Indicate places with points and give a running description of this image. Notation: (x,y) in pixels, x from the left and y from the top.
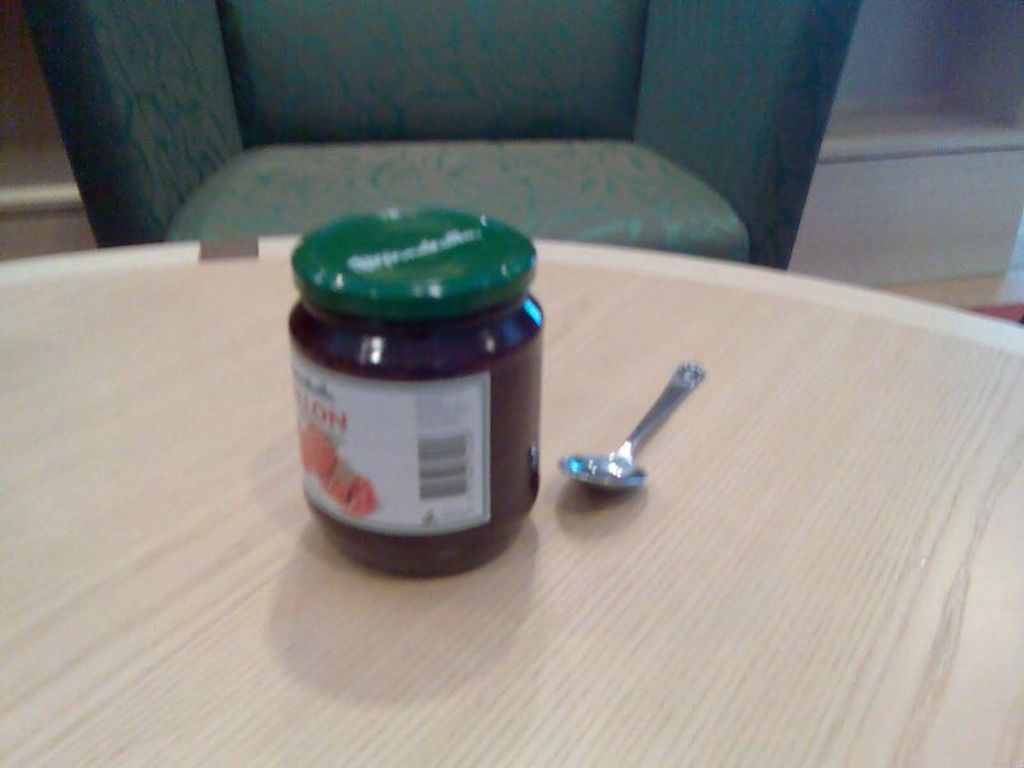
As we can see in the image there is a table (697,445) and chair (449,46). On table (620,660) there is a bottle (518,489) and spoon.
